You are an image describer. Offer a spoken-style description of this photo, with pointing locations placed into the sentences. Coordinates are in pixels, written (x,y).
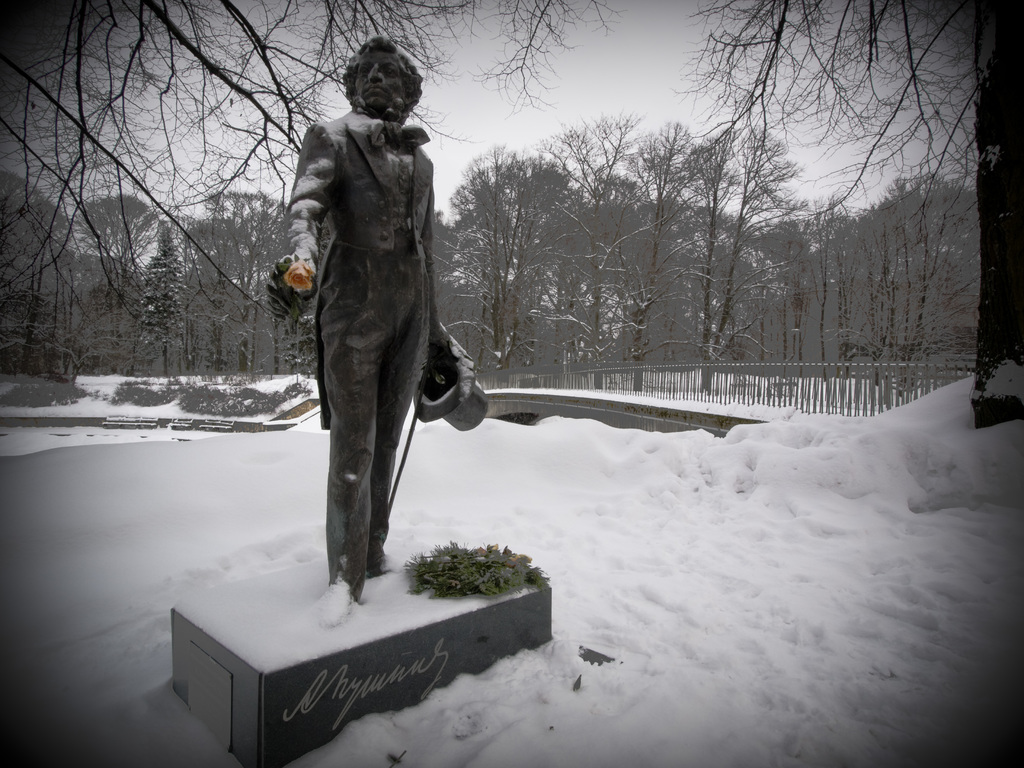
In this picture there is a statue of a person (363,307) in the foreground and there is a plant (441,567) and there is a text (357,683) on the wall (348,691). At the back (520,375) there is a bridge (673,370) and there are trees (662,351). At the bottom (755,597) there is snow (741,591).
